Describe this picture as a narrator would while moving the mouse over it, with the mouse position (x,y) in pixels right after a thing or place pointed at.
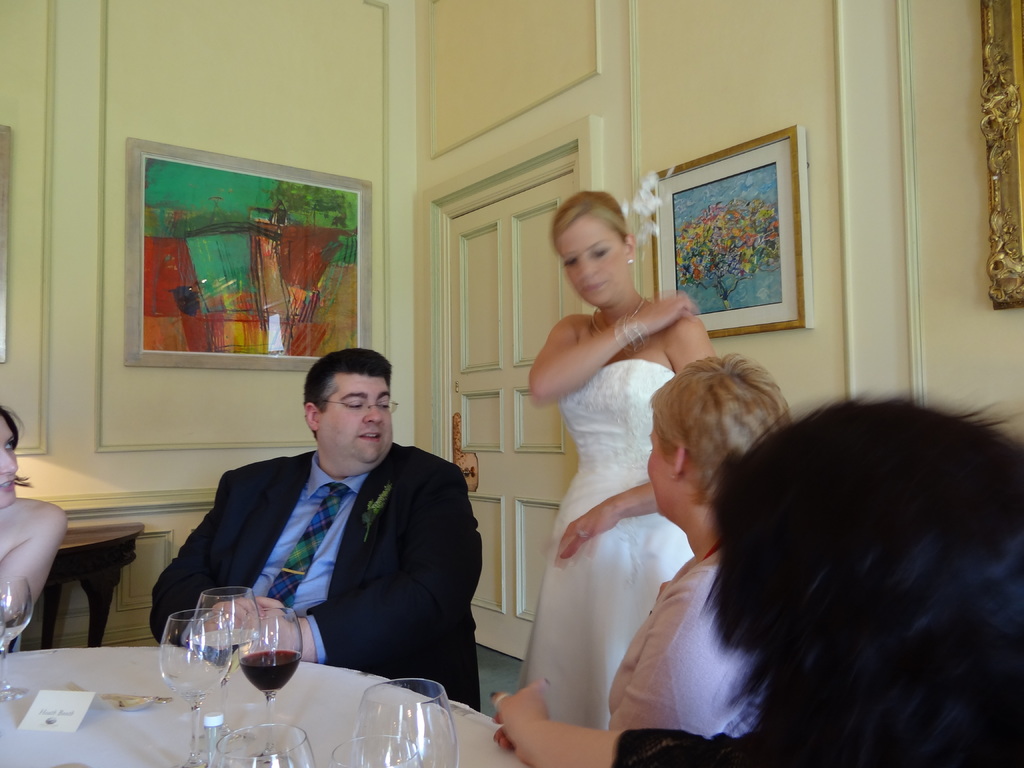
In the middle of an image (364,441) there is a dining table (330,727) and wine glasses (347,763) and a man (328,651) is sitting on the chair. He is wearing a coat (344,586), shirt (324,574), tie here is a woman (583,492). She is standing on the left side of an image (197,346) there is a photograph (184,338) behind that there is a wall (97,316). here is a door (522,260).
